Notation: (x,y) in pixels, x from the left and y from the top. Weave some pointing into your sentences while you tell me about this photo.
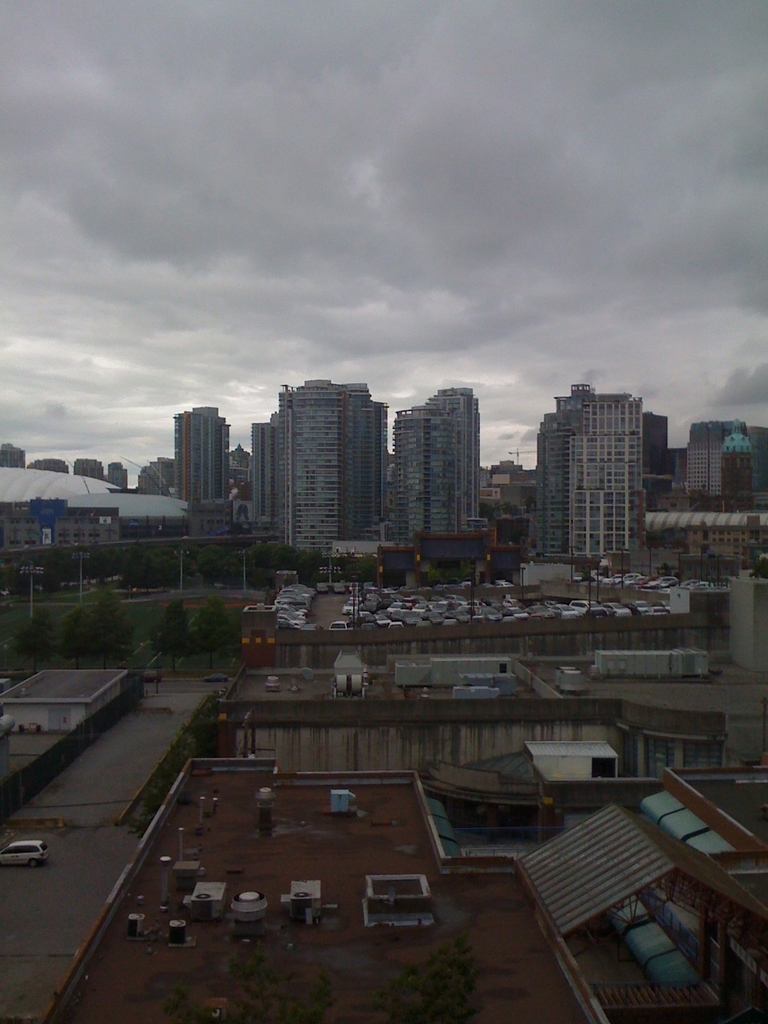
In this picture we can see few buildings (396,569), vehicles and trees (213,611), in the background (348,315) we can see clouds (326,318).
